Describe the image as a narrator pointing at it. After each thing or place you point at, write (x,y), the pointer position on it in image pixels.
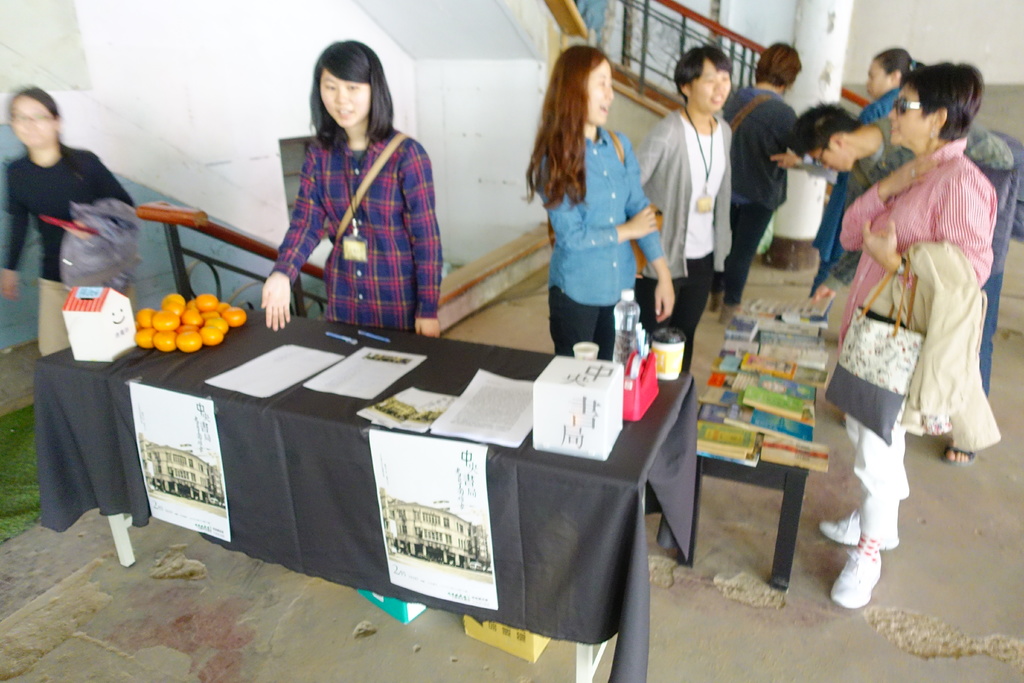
In this image I can see number of people (777,81) are standing. I can also see few of them are wearing ID cards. Here on this table (552,491) I can see few papers (357,373), a box (562,383) and a water bottle (625,333). Here I can see she is carrying a handbag (886,369).
